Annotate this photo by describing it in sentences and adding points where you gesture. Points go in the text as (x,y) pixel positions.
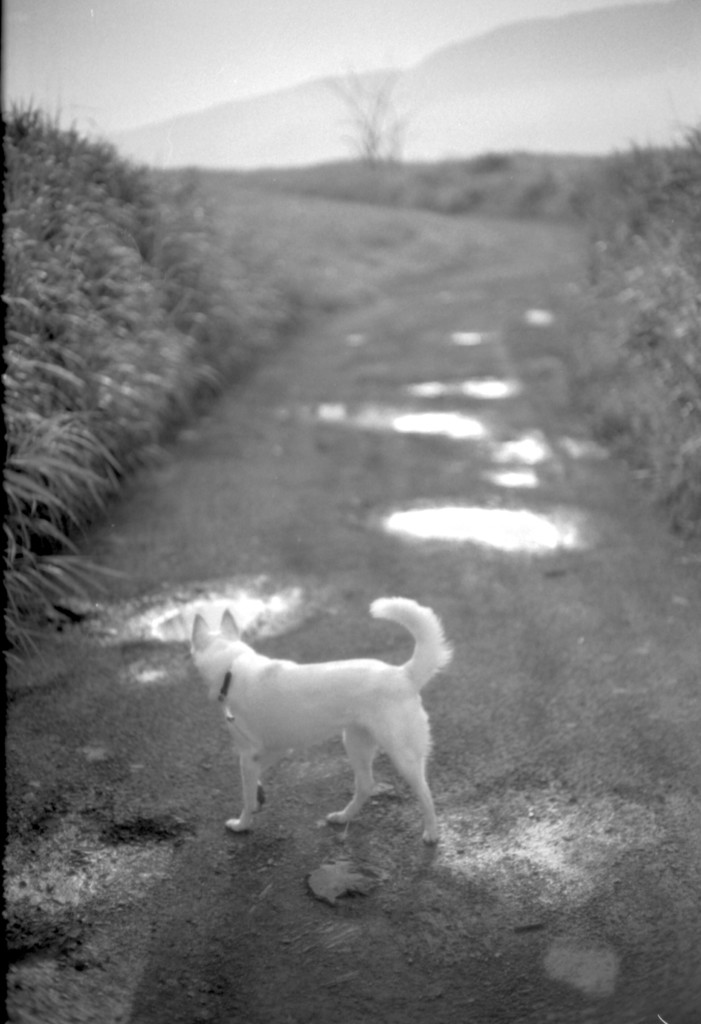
This is a black and white image. In this image we can see a dog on the ground (539,701). We can also see the water (518,524), plants (151,433), trees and the sky (208,44) which looks cloudy.
